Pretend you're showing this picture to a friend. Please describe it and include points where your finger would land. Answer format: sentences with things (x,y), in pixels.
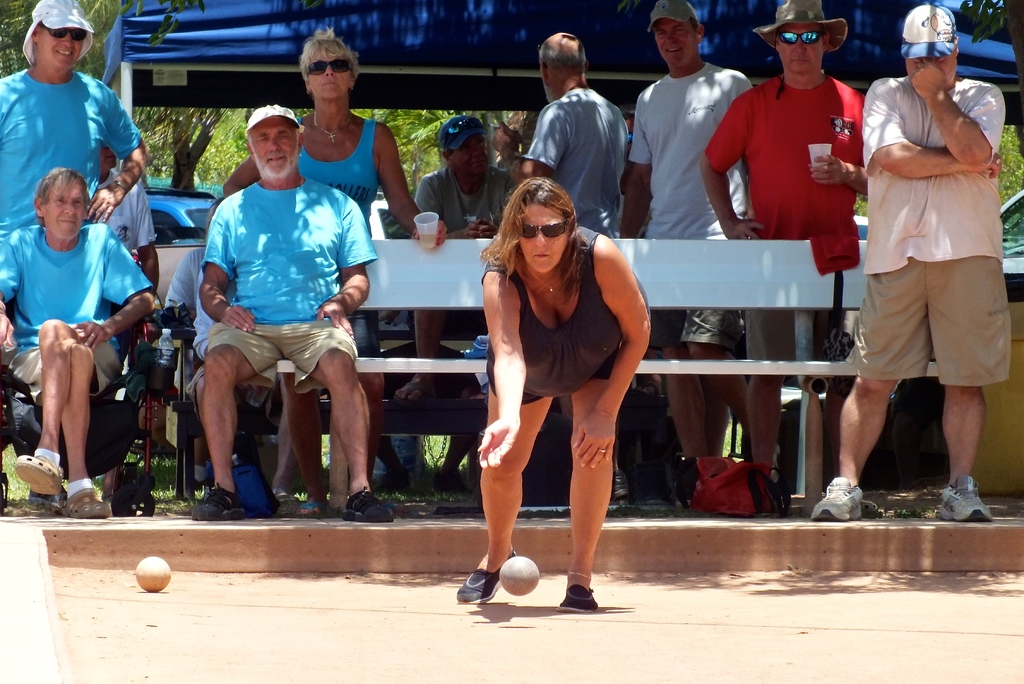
In the middle of the image (538,398) there is a lady (565,358) is in bending position. In front of her there is a ball (512,576). Beside the lady (499,574) there is a ball (161,572) on the ground (260,588). To the left corner (70,191) there is man (4,286) with blue t-shirt (64,303) is sitting on the wheel chair (91,422). Behind him there is a man (35,94) with a blue t-shirt (29,78) and white cap (46,14) is standing. And on the bench (774,266) there is a man (350,283) with blue t-shirt (285,268) is sitting. Behind him there is a lady (358,148) with a blue t-shirt (362,170) is standing. To the right side of the image (834,85) there are few people (697,135) standing. And behind them to the top of the image (578,26) there is a blue tent (262,16). And in the background (1023,138) there are trees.
